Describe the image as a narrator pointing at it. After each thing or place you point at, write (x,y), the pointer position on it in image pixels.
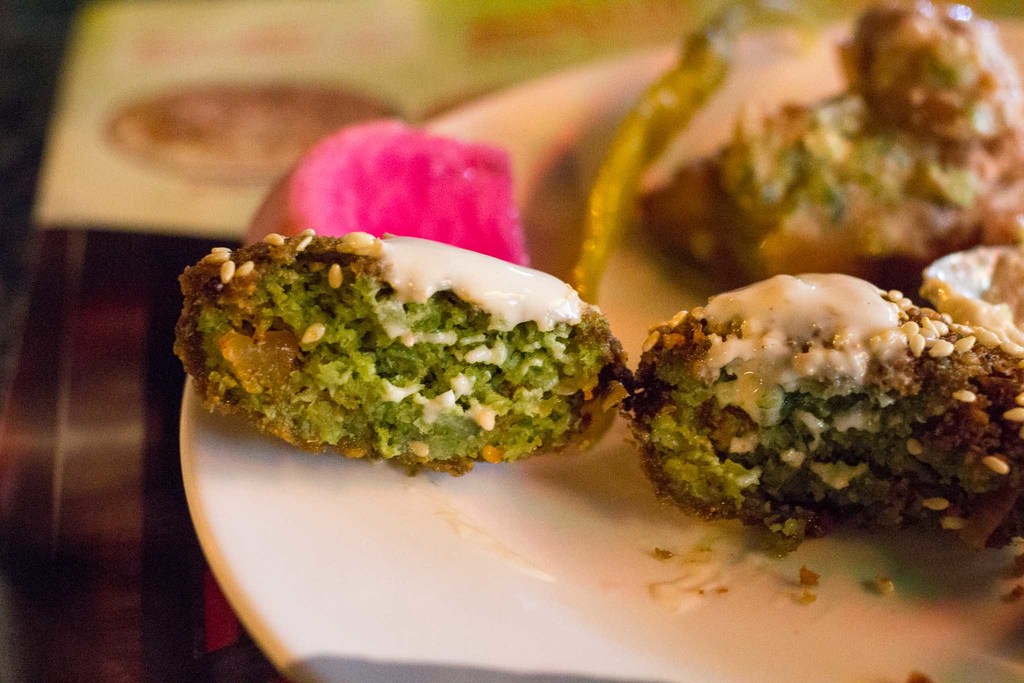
In this image we can see a plate (287,494) with food items (723,342) and a blurry background (579,26).
